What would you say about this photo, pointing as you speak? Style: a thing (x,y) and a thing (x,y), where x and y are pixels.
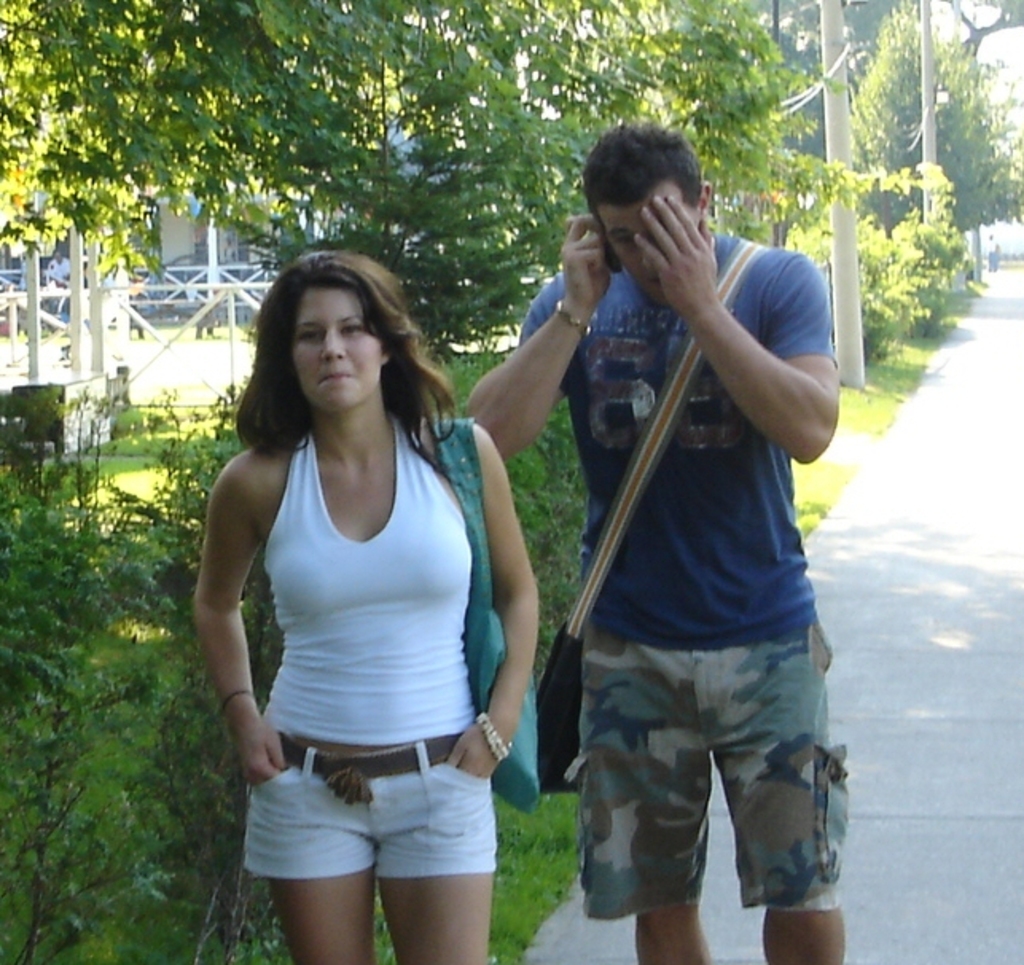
There is a man (576,310), it seems like talking on the phone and a woman (400,412) standing in the foreground area of the image (709,352), there are trees (916,79), it seems like a house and poles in the background (972,96).
